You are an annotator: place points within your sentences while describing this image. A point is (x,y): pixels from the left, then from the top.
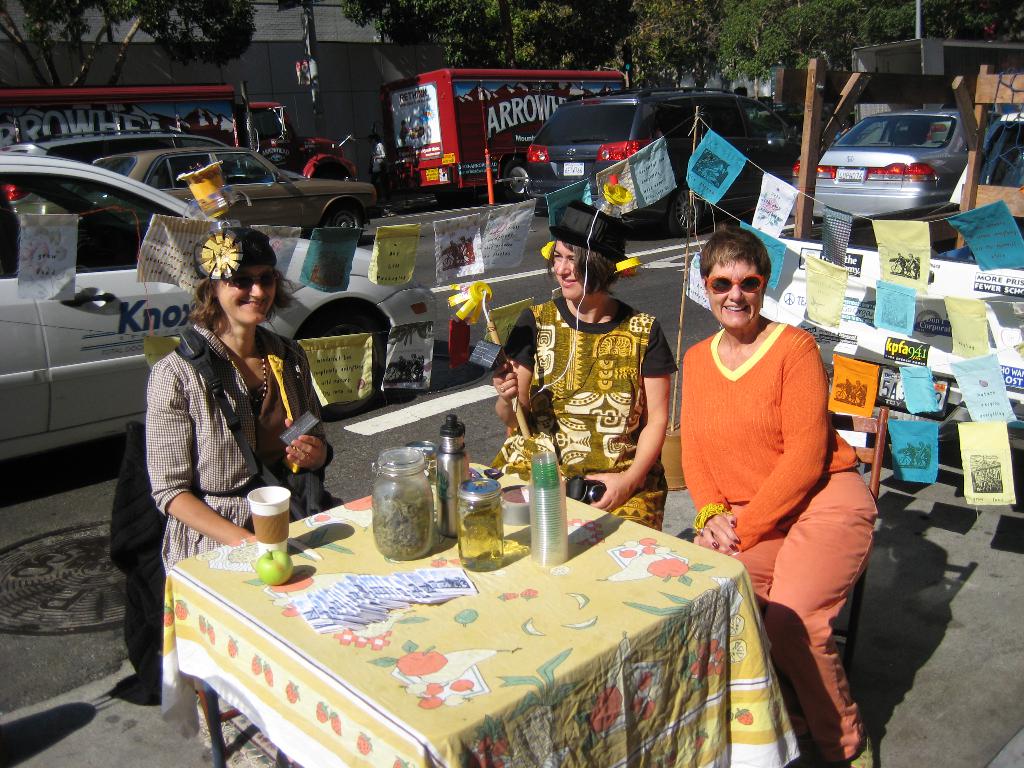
On the background (526,28) we can see trees (389,30) and a wall (393,68) and there are vehicles (935,135) on the road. Here we can see three women (636,371) near to the table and they all are carrying smile on their faces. On the table (244,566) we can see glass (273,519), fruit (285,559), containers (465,484), glasses (534,528) and a bottle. Here we can see papers (965,325) hanging behind to them. This is a drainage cap (53,609).
